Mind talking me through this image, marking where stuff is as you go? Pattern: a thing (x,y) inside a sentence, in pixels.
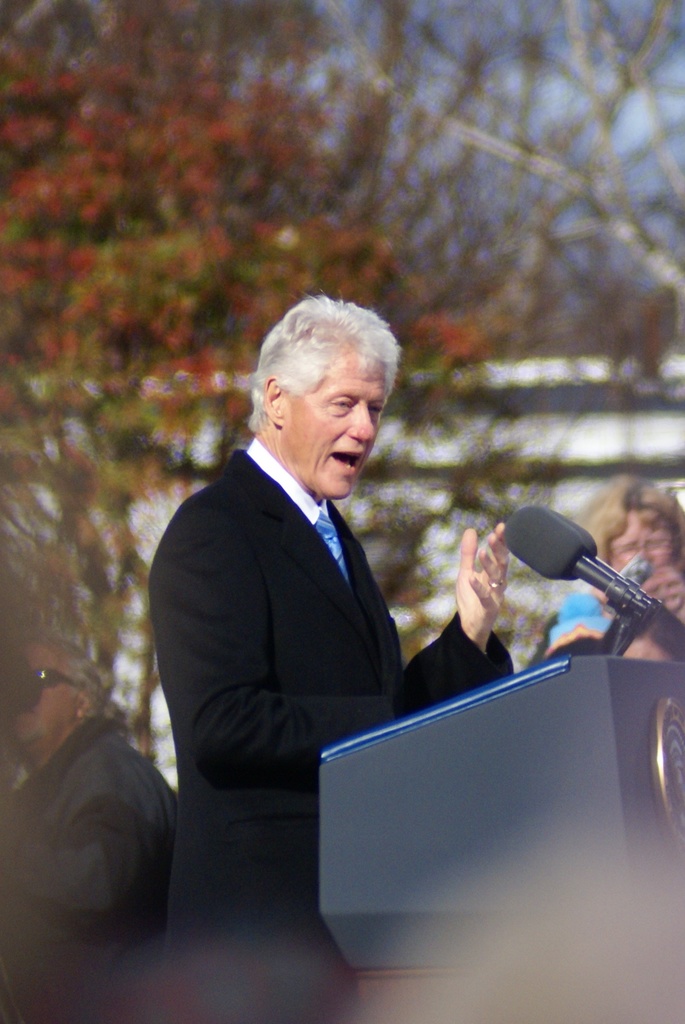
Here we can see a man (386,677) standing at the podium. On the podium (319,791) we can see a microphone (563,556). In the background (130,770) there are few persons (74,709), trees (25,119), an object (569,458) and clouds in the sky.
